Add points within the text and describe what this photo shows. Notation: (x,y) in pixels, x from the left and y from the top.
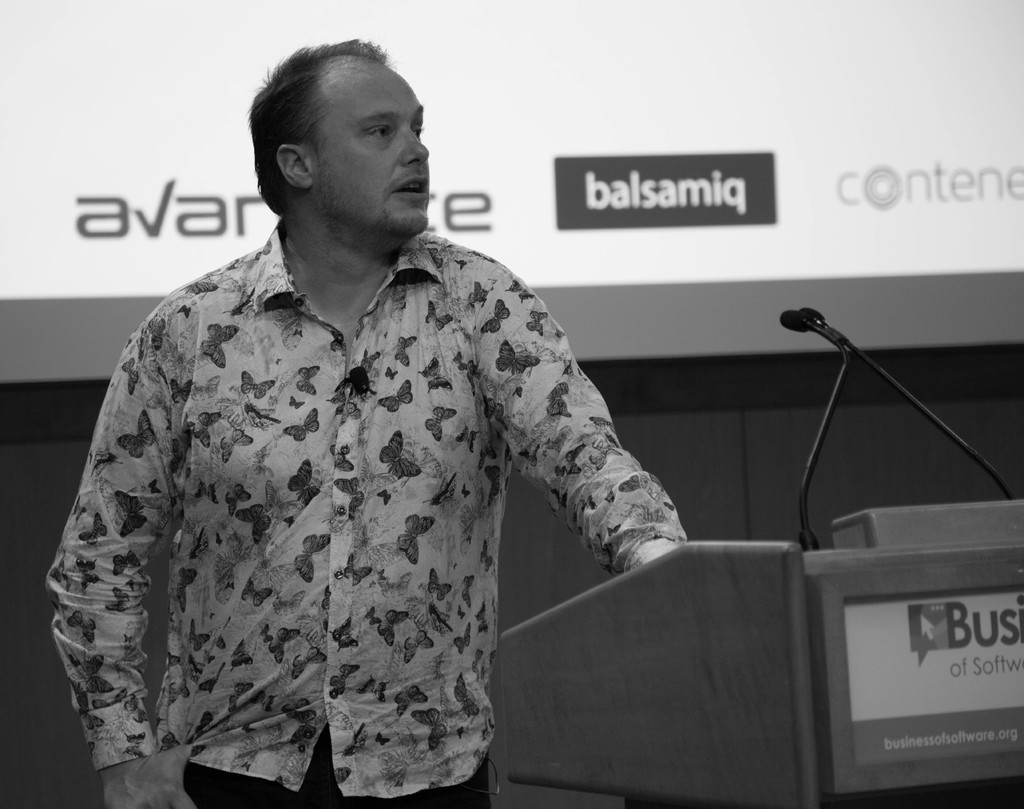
In this image I can see the black and white picture of a person (303,445) who is wearing shirt (354,538) and pant (316,808) is standing behind the podium (779,676). I can see a microphone (354,381) to his shirt (325,367) and on the podium (877,568) I can see two other microphones (810,463). In the background (715,318) I can see a huge screen (702,261).
